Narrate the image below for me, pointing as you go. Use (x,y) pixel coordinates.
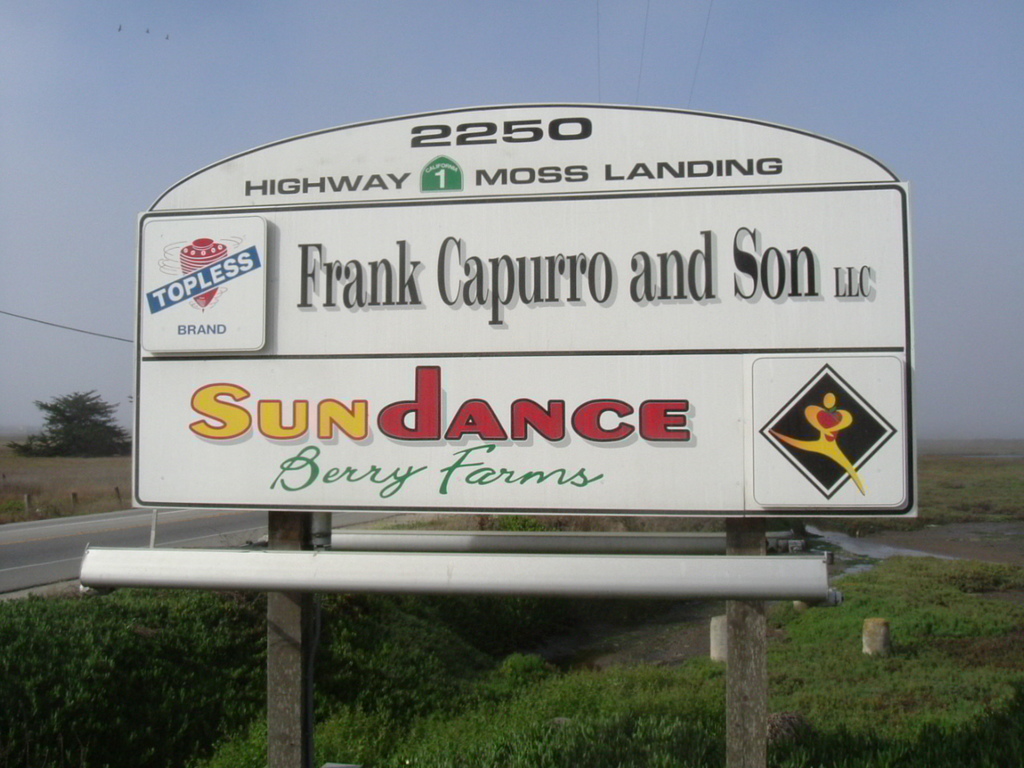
In the center of the image (495,301) we can see name board (279,447). In the background (818,711) we can see water (933,557), grass (991,591), trees (102,411) and sky (269,104).
